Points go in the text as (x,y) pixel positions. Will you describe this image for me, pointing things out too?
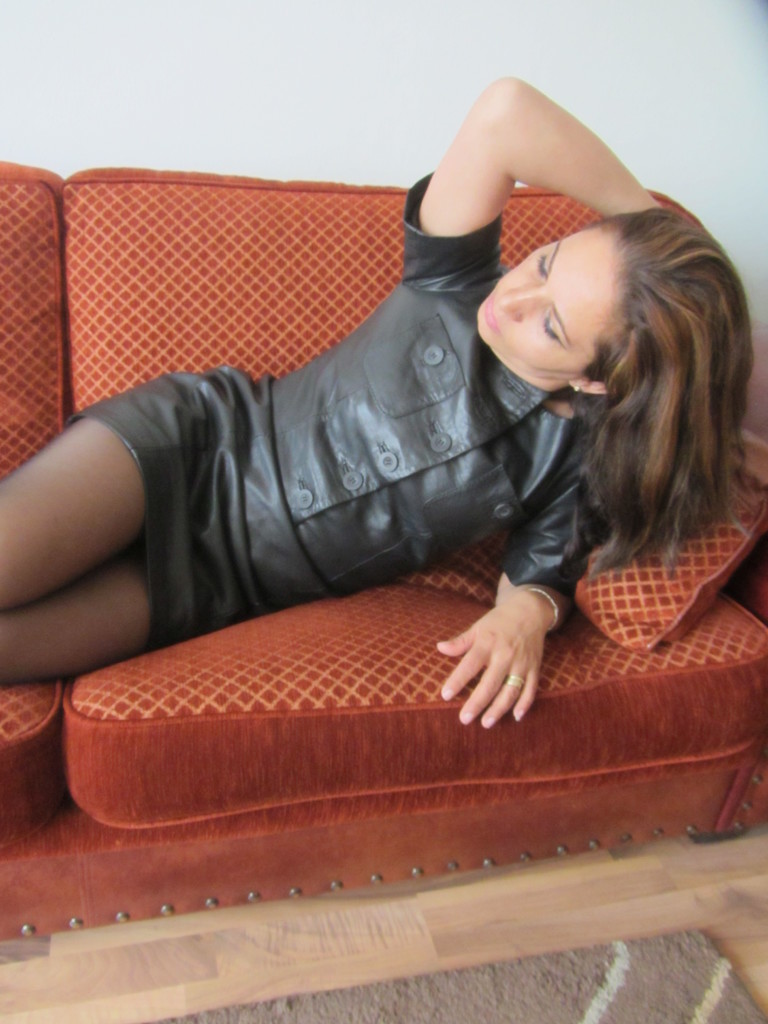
In this image we can see a woman (460,395) lying on the sofa (273,650). In the background (412,165), we can see the wall (412,154).
